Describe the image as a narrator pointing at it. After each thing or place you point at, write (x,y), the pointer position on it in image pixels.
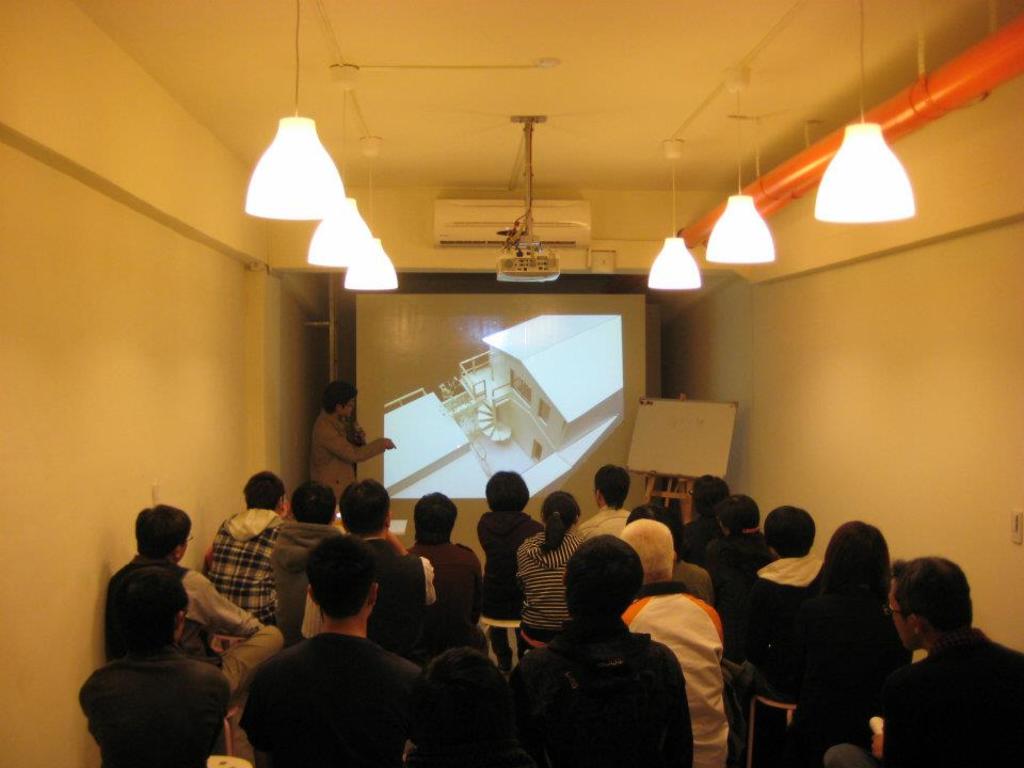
In this picture there is a group of people (499,517) sitting in the class (350,349). In the front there is a woman (335,419) explaining the house model (480,412) on the projector screen (411,345). On the ceiling (261,130) we can see the hanging lights (817,215), red color fire pipe (972,74) and ac unit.
